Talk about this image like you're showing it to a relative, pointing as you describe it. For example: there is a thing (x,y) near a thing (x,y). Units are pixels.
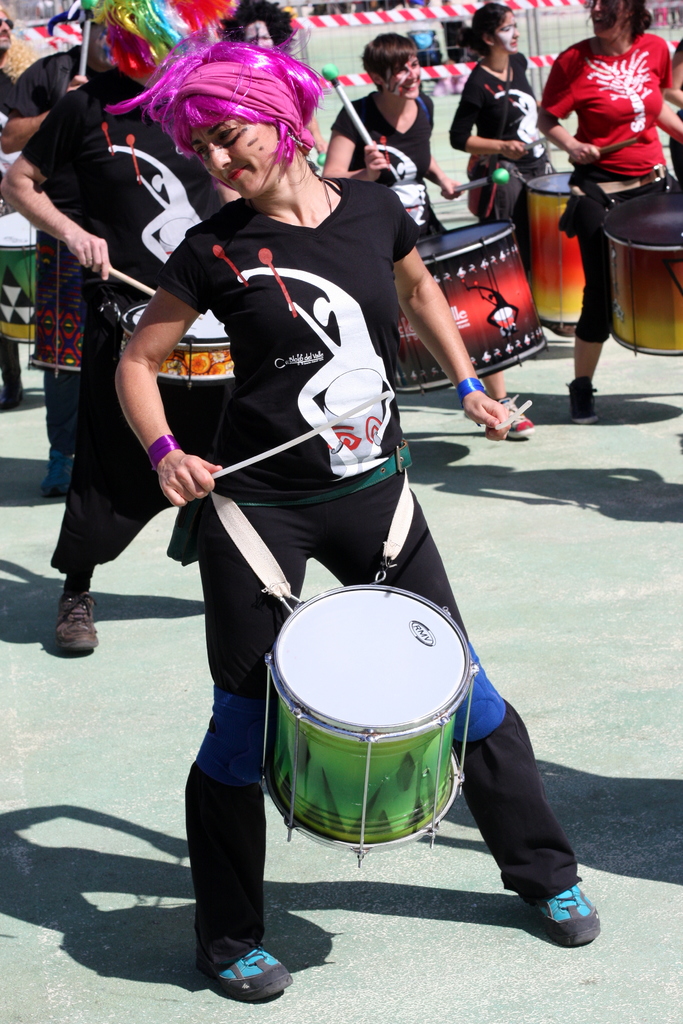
In the middle of the image (363,405) few people (309,298) are playing drums (409,607), Behind them there is a fencing (551,58).
